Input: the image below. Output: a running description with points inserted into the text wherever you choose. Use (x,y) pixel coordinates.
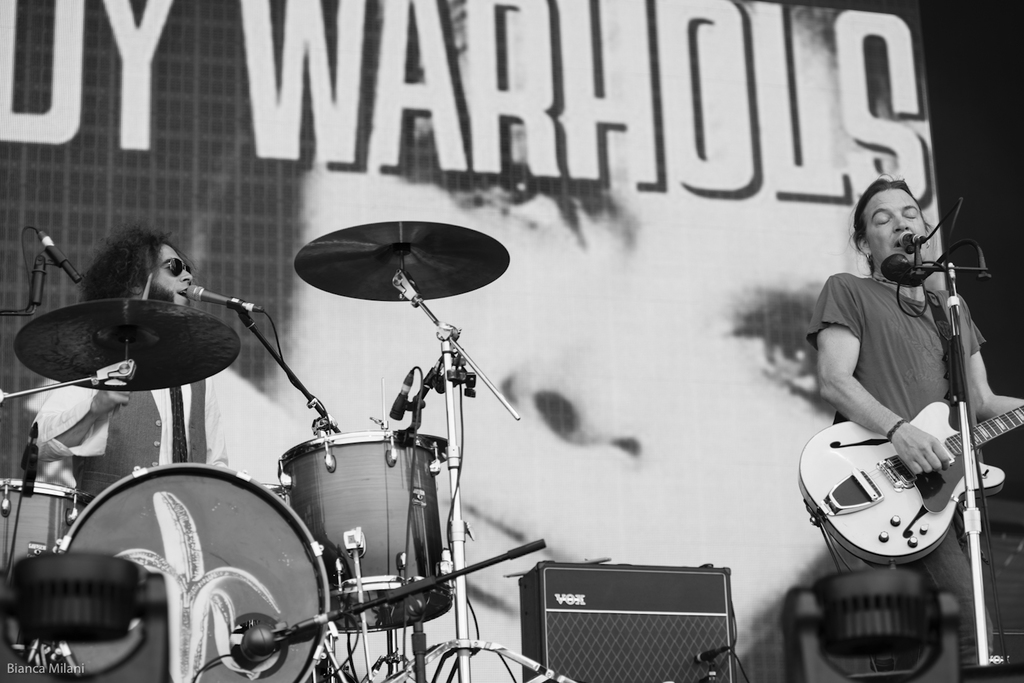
In this image we can see a man (924,449) holding a guitar (916,527) and playing it. There is a mic (896,265) in front of him through which he is singing. On the left side of the image (103,416) we can see a man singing while sitting and playing the drums (290,522). In the background (423,116) we can see a banner (539,123).
